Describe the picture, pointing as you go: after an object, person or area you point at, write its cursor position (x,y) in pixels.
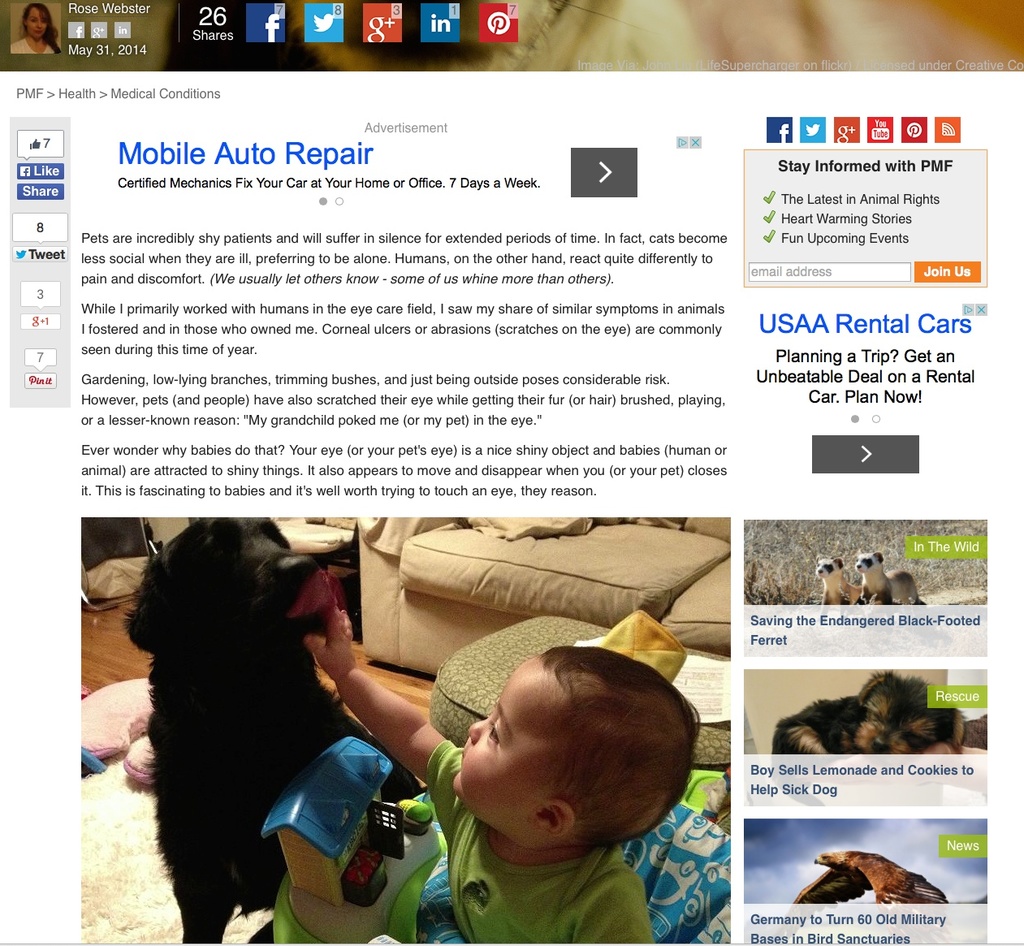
This is a web page. On this page we can see a child (461,841), toy (398,810), animals (152,679), bird (904,871), woman (34,33), sofa (435,611) on the floor (126,651), symbols (390,26) and some text (518,336).
